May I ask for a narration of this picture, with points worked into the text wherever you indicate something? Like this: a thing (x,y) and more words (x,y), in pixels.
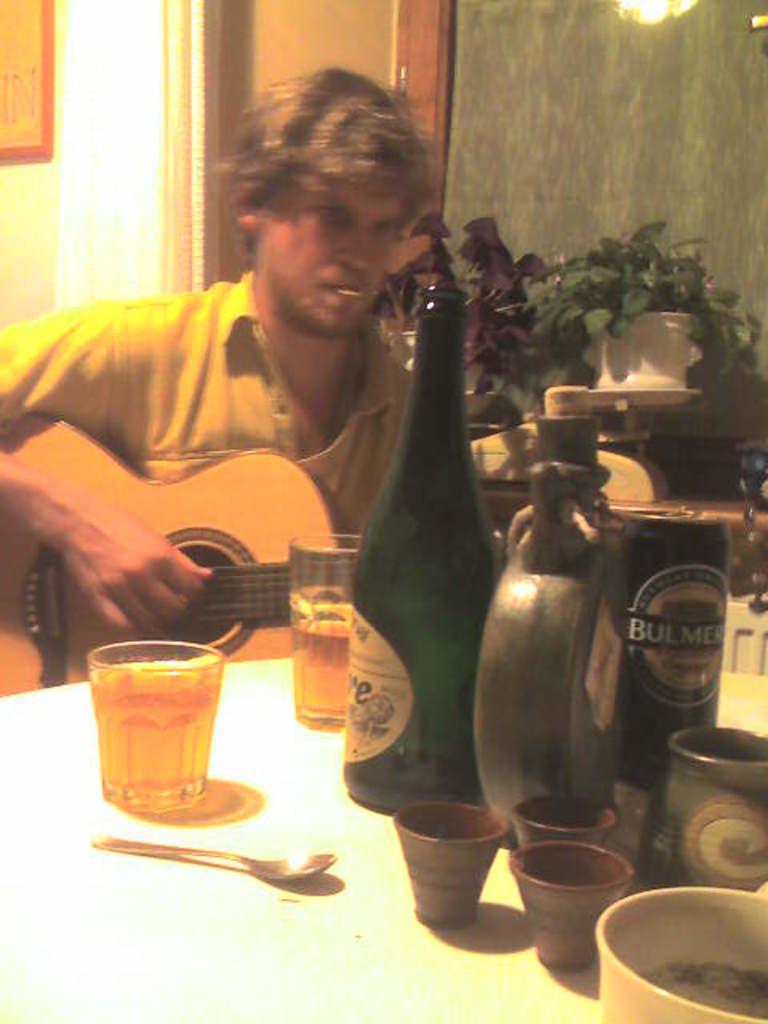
A man (286,430) is sitting and playing guitar (196,621). In front of him there is a table (291,984). On the table (159,978) there are some bottles (444,645), glasses (300,671), spoon (296,862) and bowl (647,956). And to the left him there are plants (610,309). And behind him there is a door (355,32).
